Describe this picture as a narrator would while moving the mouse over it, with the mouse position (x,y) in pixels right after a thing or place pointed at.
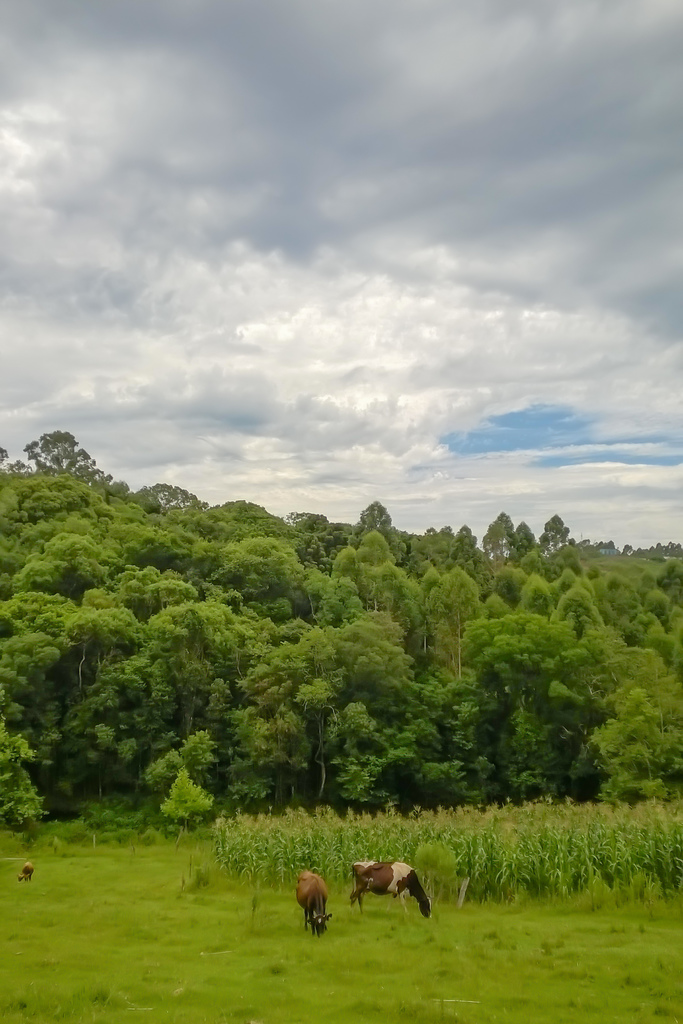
This picture is clicked outside. In the foreground (433,906) we can see the animals (428,895) seems to be standing and eating the green grass (234,947) and we can see the plants (325,821), trees (385,801) and in the background (547,500) we can see the sky (412,223) which is full of clouds (335,300).
